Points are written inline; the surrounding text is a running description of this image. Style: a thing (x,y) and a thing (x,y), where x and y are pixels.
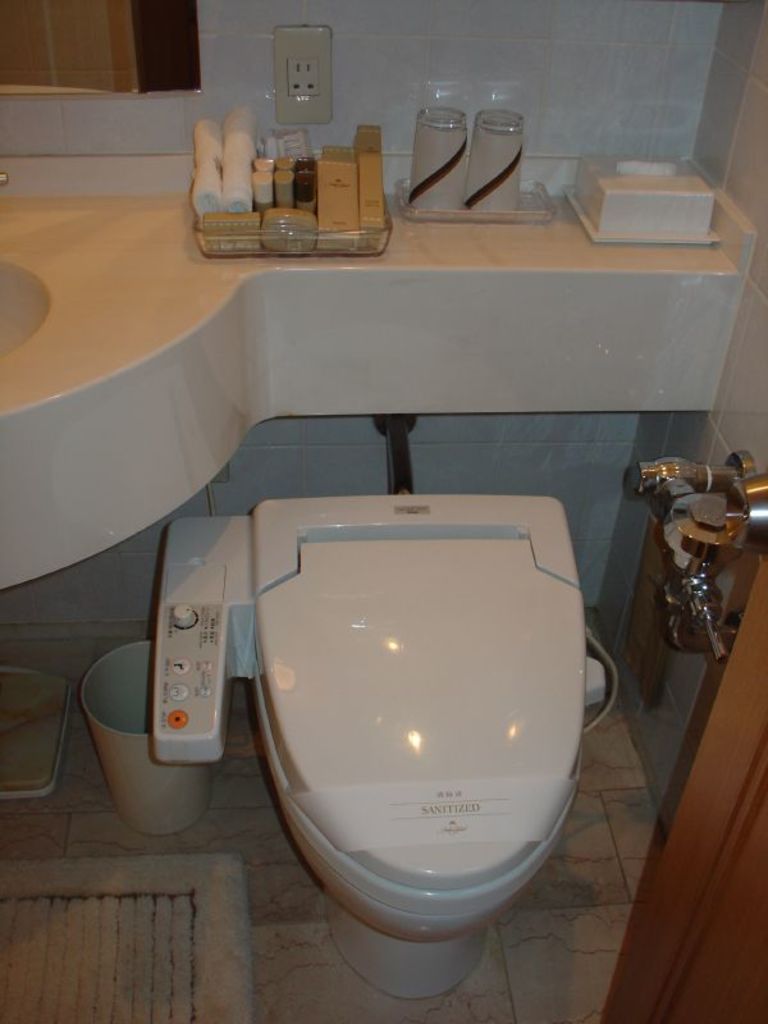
In this picture there is a toilet seat (409,572). beside that I can see the dustbin (125,750). At the top (641,170) I can see the bottles (269,205), tissue papers (229,192), boxes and other objects (502,177) which are kept on this wash basin (109,327). Beside that there is socket (284,69).
